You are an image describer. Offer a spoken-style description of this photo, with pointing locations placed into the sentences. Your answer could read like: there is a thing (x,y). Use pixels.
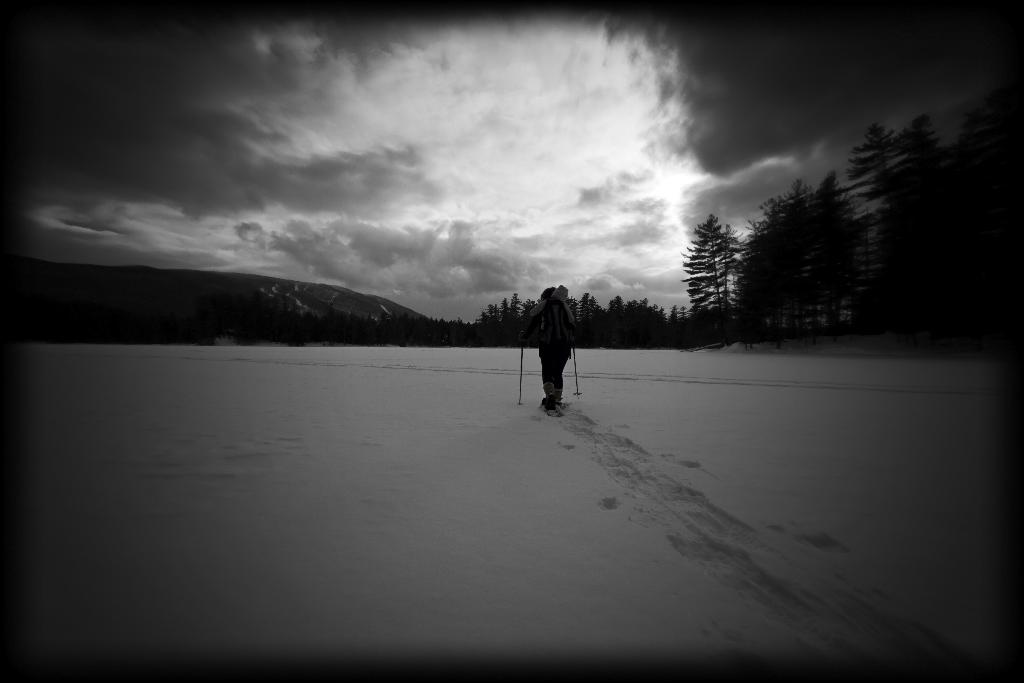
In this image we can see a person (569,357) walking on snow (567,372) with holding sticks (576,381) in his hands (572,344). In the background (185,333), we can see a group of trees (994,281) and a cloudy sky (448,207).
